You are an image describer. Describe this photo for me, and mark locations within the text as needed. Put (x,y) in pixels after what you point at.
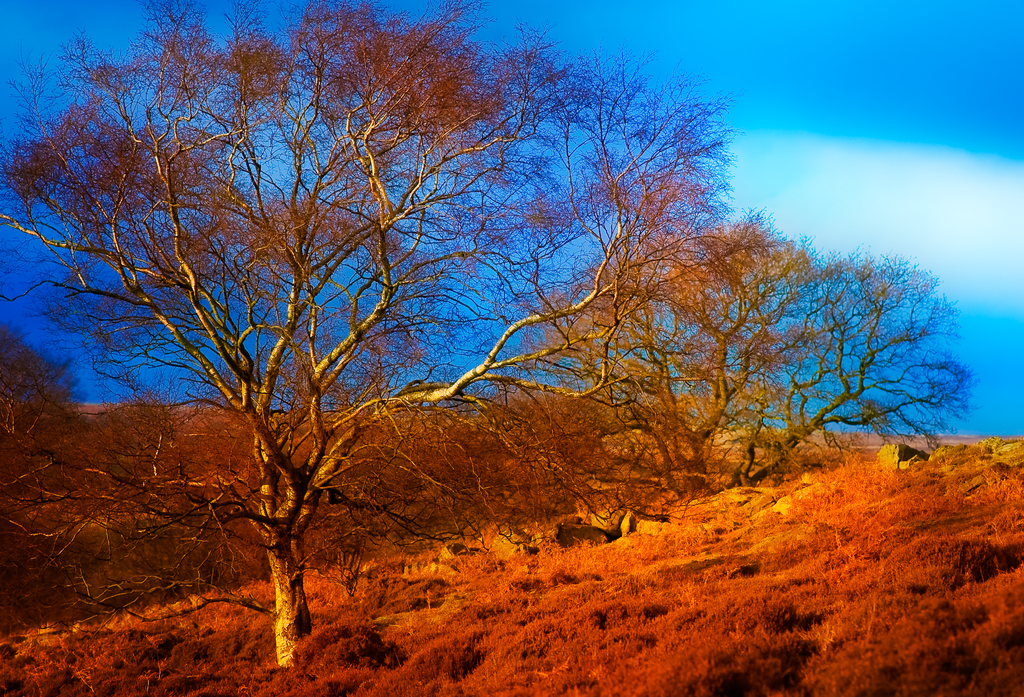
In the picture I can see trees (342,367), the grass (521,579) and rocks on the ground (498,531). In the background (794,93) I can see the sky (814,87).
